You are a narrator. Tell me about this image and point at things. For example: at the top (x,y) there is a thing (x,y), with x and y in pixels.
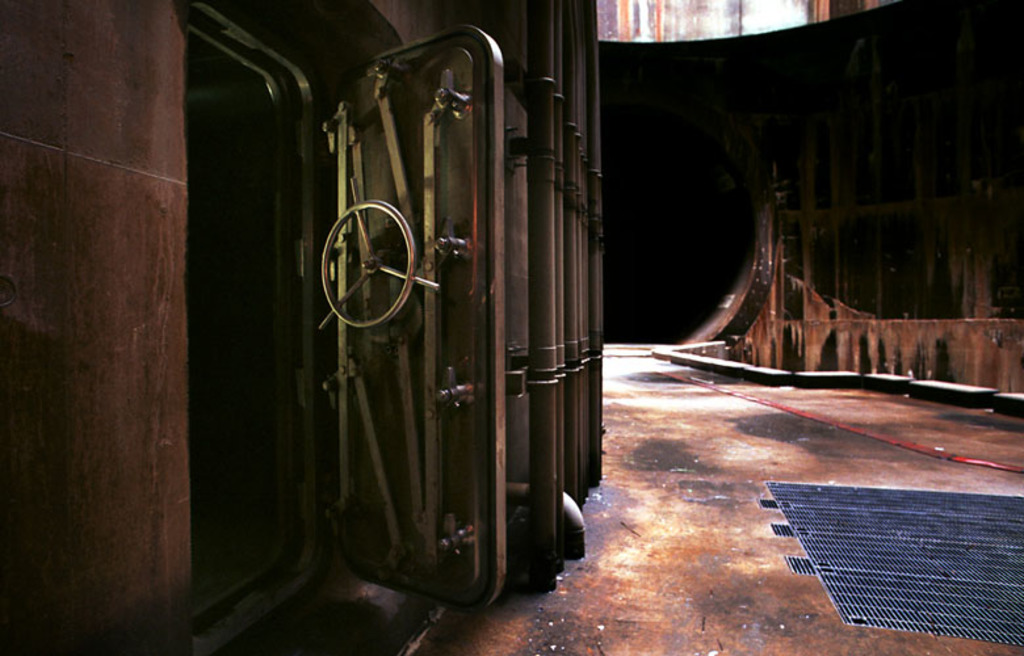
In this picture we can see a ground (681,551), beside to this ground (652,536) we can see a door (483,566) with wheel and in the background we can see it is dark.
